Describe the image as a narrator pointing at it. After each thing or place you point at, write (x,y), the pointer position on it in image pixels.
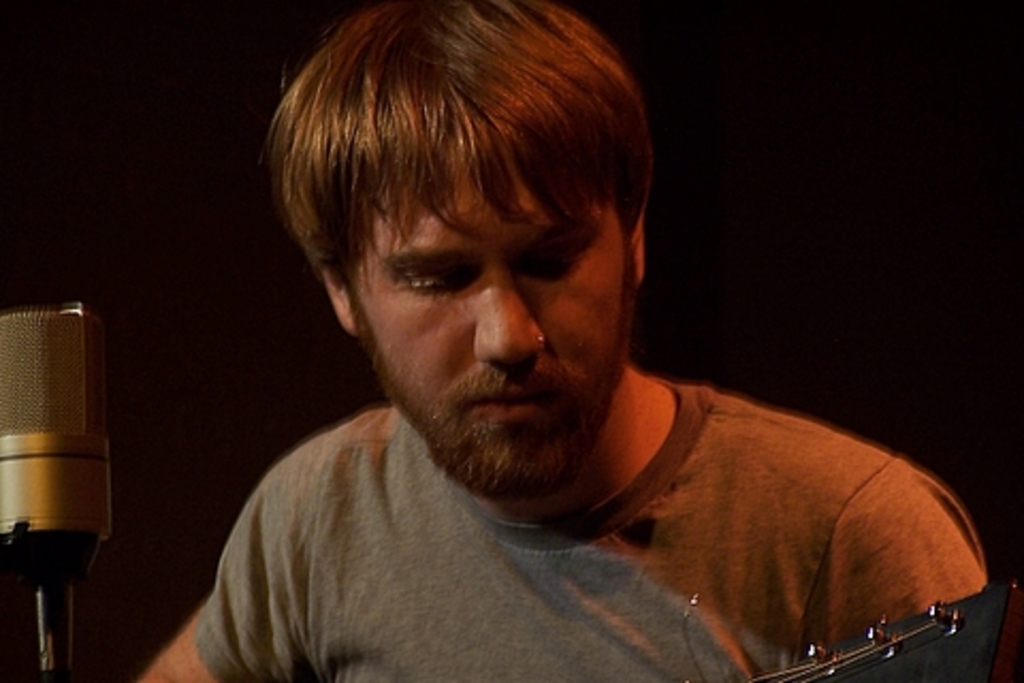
In this image I can see a man (296,543) holding some musical instrument (864,641). This is a mike (57,450) with the mike stand (54,639). And the background (209,145) is dark.
